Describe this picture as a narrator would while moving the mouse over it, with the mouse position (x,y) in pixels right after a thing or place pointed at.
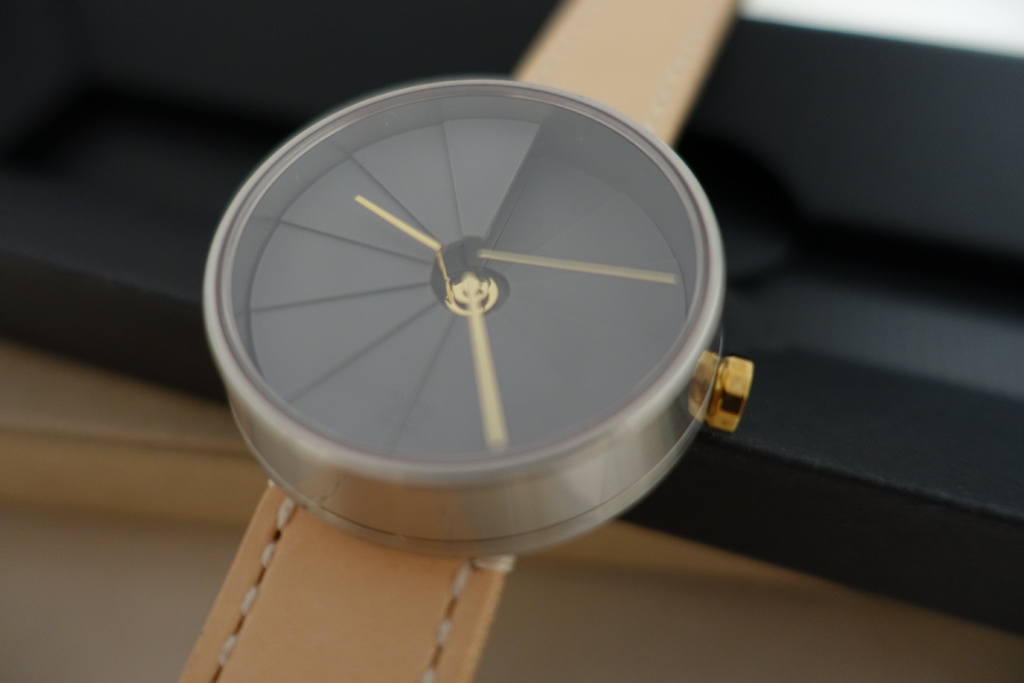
In this image I can see the watch (510,358). Background (980,430) is in black and brown color.
